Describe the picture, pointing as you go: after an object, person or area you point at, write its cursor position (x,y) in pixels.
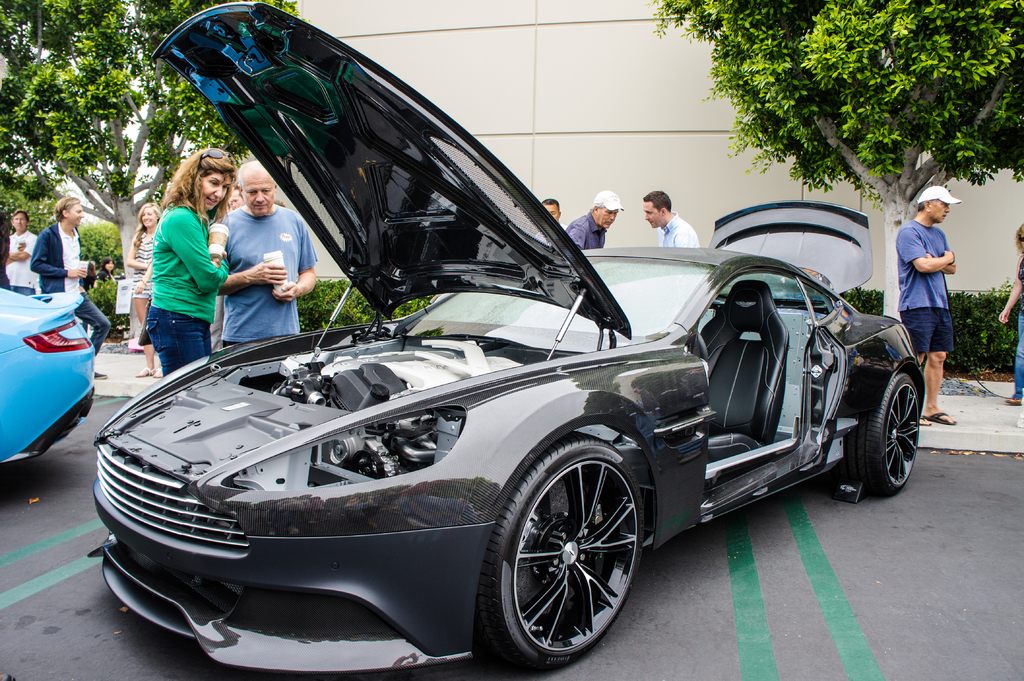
In this image we can see motor vehicles (277,453) on the road (890,520) and persons (193,263) standing. In the background (132,88) there are sky (112,168), trees (247,156), bushes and building (571,134).
